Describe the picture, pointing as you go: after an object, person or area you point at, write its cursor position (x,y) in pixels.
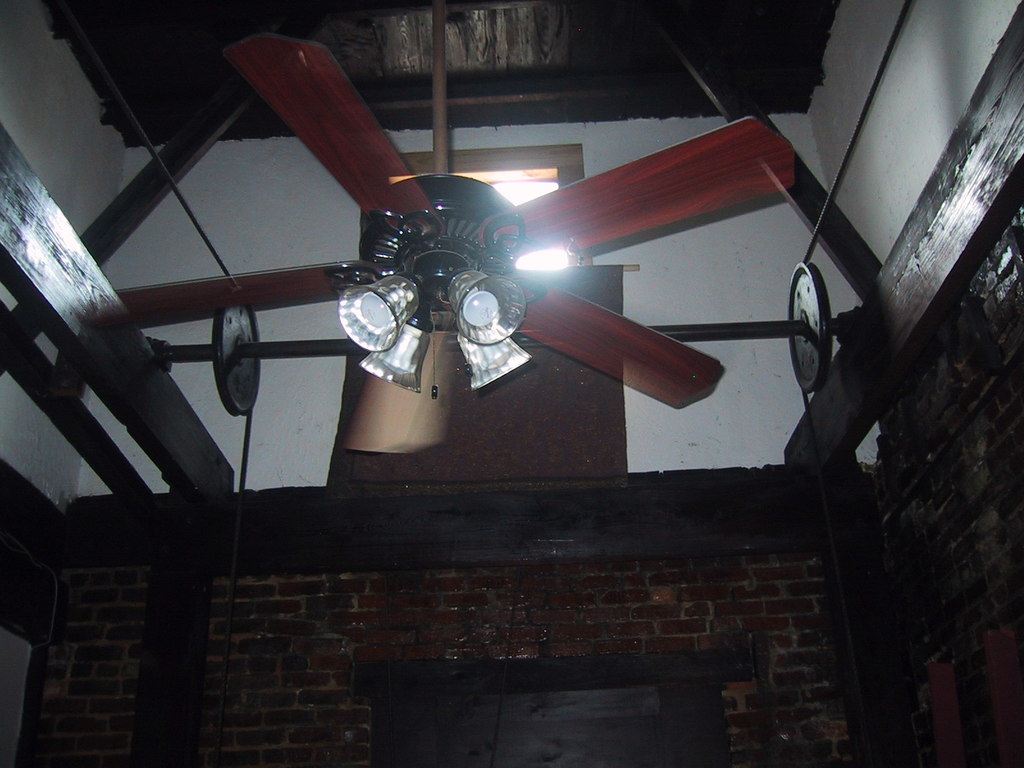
In this picture we can see a fan (696,148), bulbs (488,305), wall (780,588), window (527,184) and wooden pillars (866,302).
